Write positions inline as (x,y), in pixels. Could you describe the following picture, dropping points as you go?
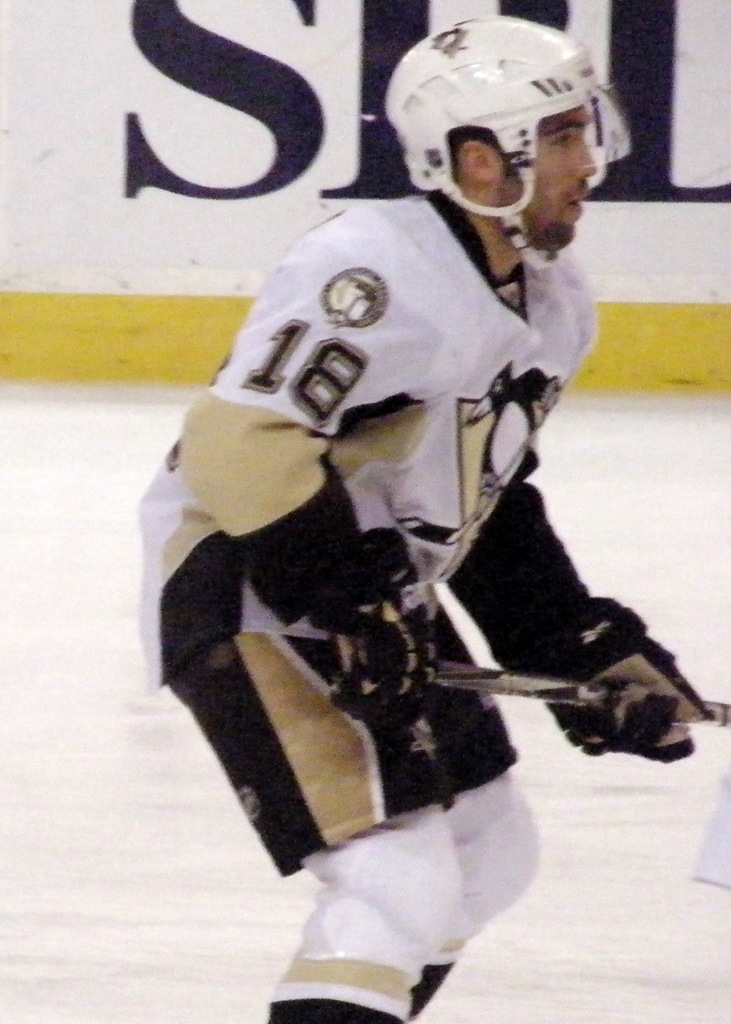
In this picture, we can see a person (348,657) holding an object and we can see the ground (91,529), wall (132,278).
